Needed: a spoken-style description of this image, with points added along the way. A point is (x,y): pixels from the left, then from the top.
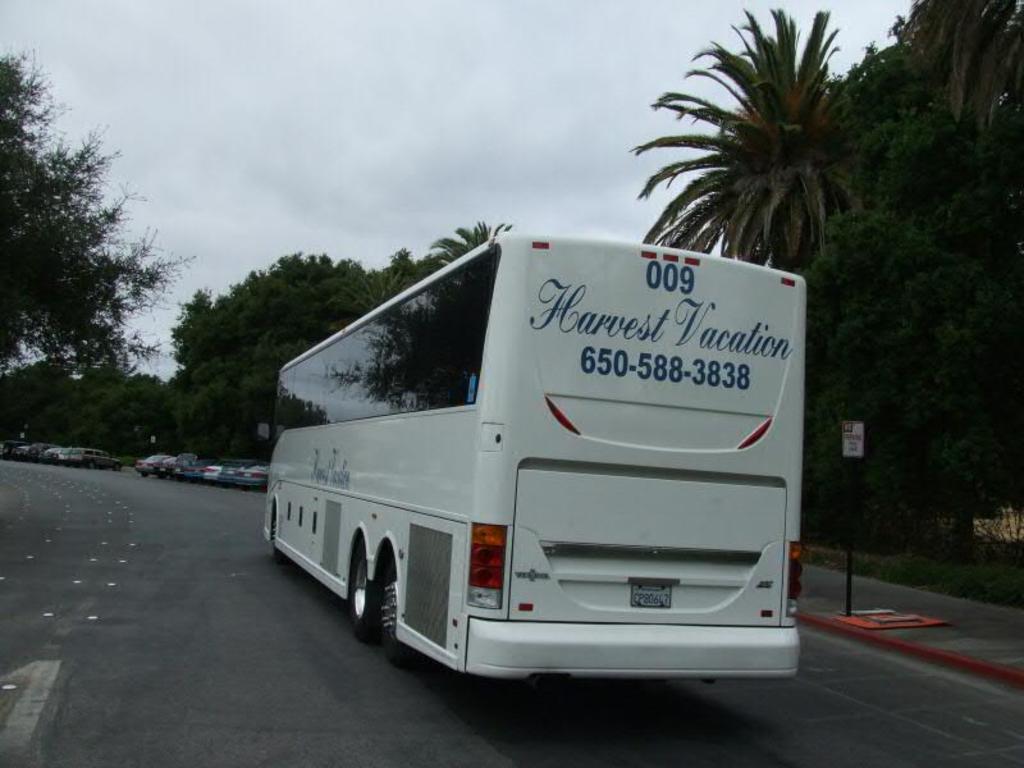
In this image we can see a bus (429,644) placed on the ground (844,598) with some text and numbers (723,367) on it. To the right side of the image (852,521) we can see a pole (861,441). In the background (89,462), we can see group of vehicles (227,473) parked on the road (152,511), a group of trees (202,311) and the sky (432,119).
